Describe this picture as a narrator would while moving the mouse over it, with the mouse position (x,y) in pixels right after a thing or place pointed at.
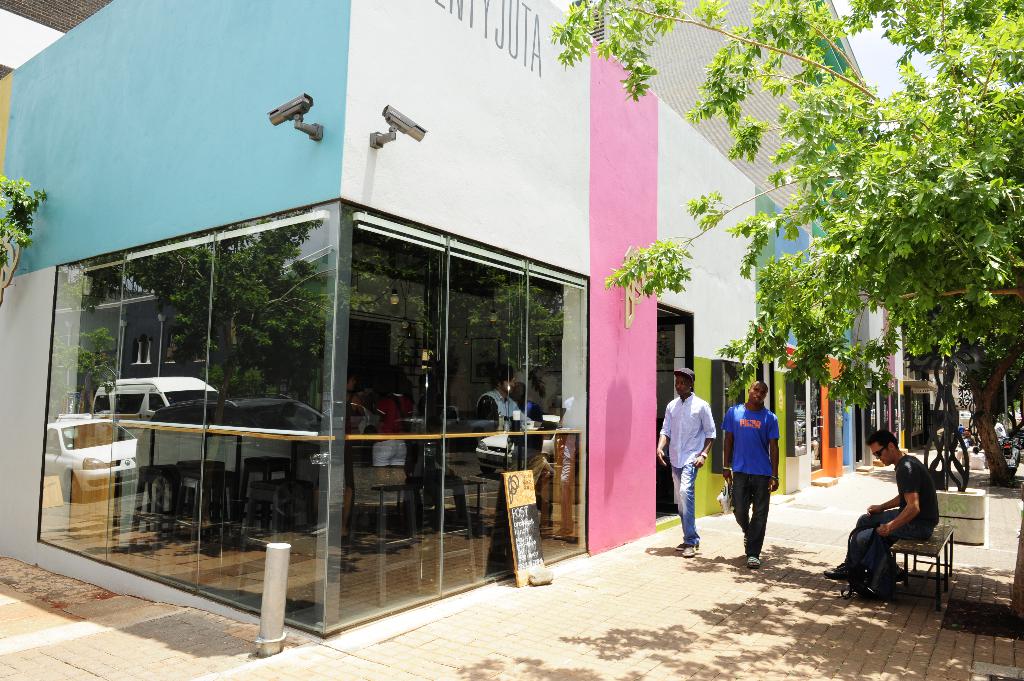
In the image there are few buildings (587,283) and two people (755,452) were walking on the path (581,578) in front of those buildings (546,544) and on the right side (890,508) there is a person (918,511) sitting on the bench (909,549) and behind him there are some trees (893,256).
